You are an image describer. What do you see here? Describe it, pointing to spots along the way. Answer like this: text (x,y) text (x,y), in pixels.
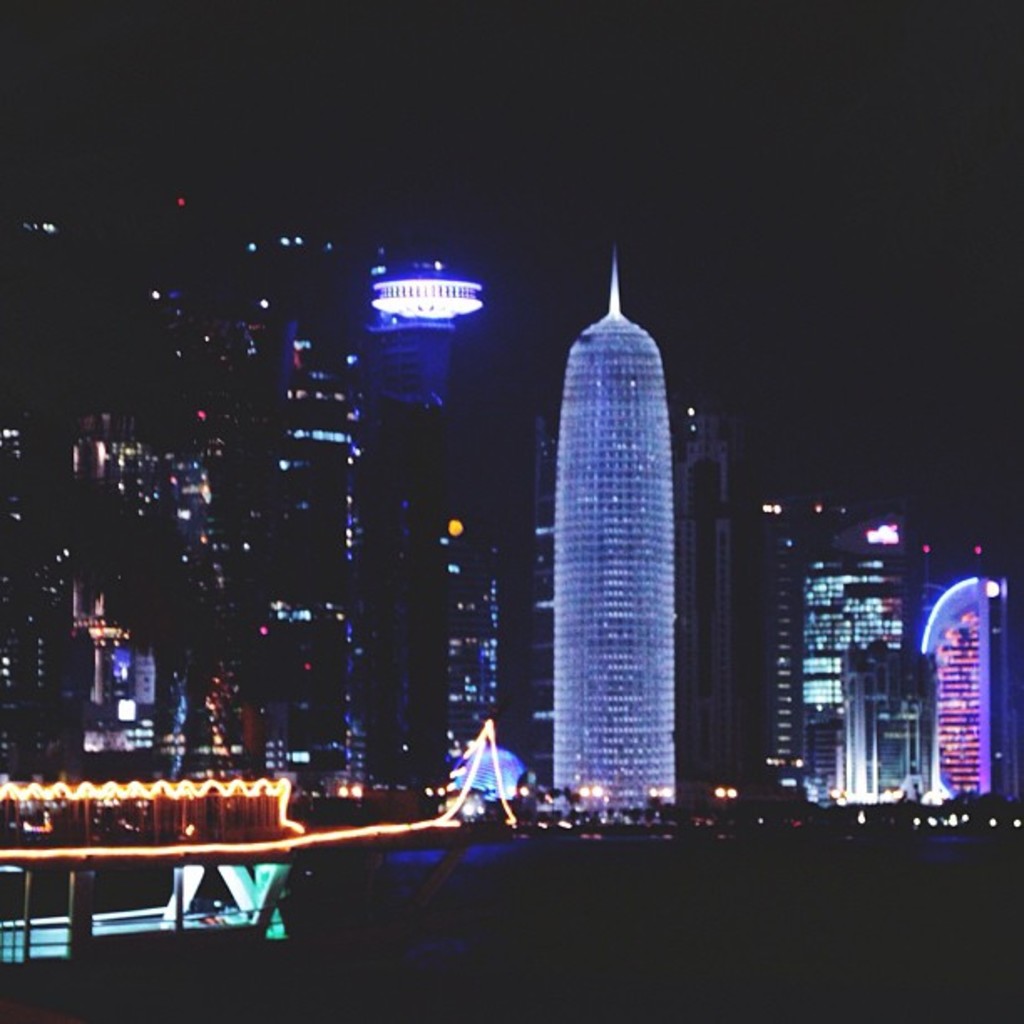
In this picture, we see buildings (551,514) and towers (648,744). On the left side (254,825), we see a boat (210,832). This picture is clicked in the dark. At the top of the picture (294,107), it is black in color.
